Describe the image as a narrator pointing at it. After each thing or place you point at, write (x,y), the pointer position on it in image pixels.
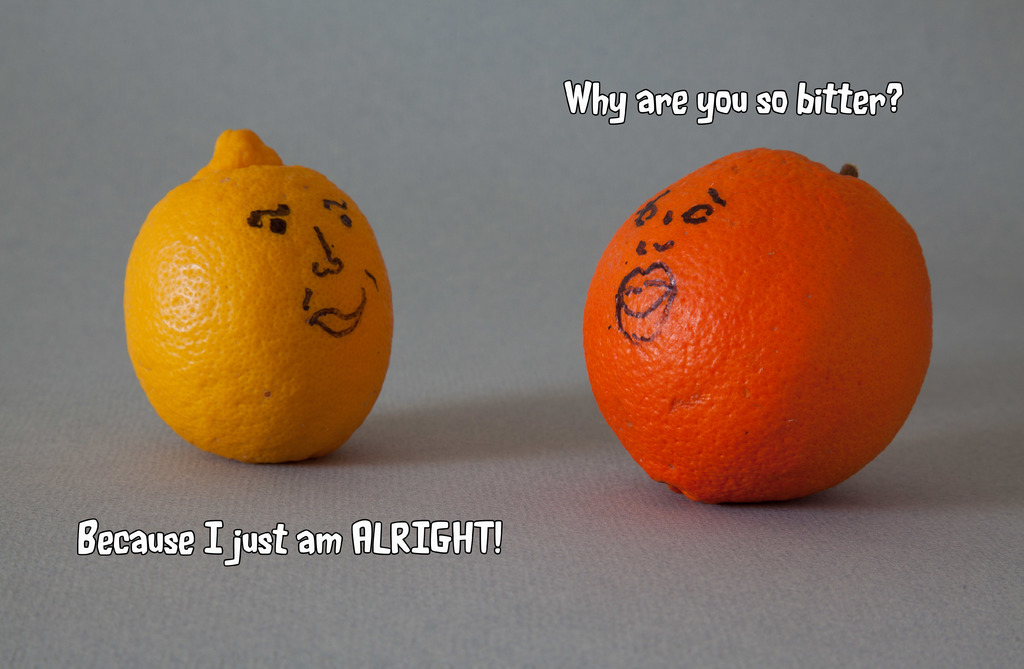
In this picture we can see a lemon (267,343) and an orange (829,348) on a platform (678,524), where we can see some text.
